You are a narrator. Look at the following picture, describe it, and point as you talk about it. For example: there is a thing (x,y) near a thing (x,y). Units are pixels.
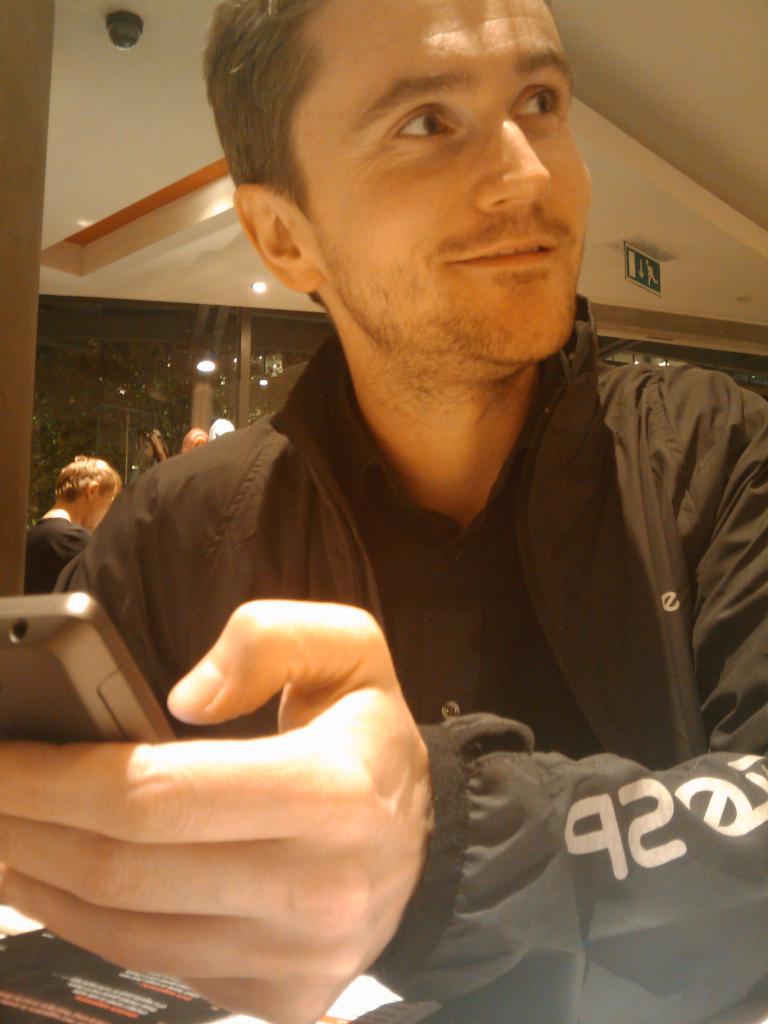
Here I can see a man (321,572) wearing a jacket (256,518), holding a device (160,717) in the hand (395,685) and smiling by looking at the right side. In front of him there is a book (110,991) on which I can see some text (78,977). In the background (94,506), I can see some more people (99,479) and there is a glass (57,390). At the top of the image (75,192) there is a camera (127,22) and lights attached to the ceiling (137,169).
